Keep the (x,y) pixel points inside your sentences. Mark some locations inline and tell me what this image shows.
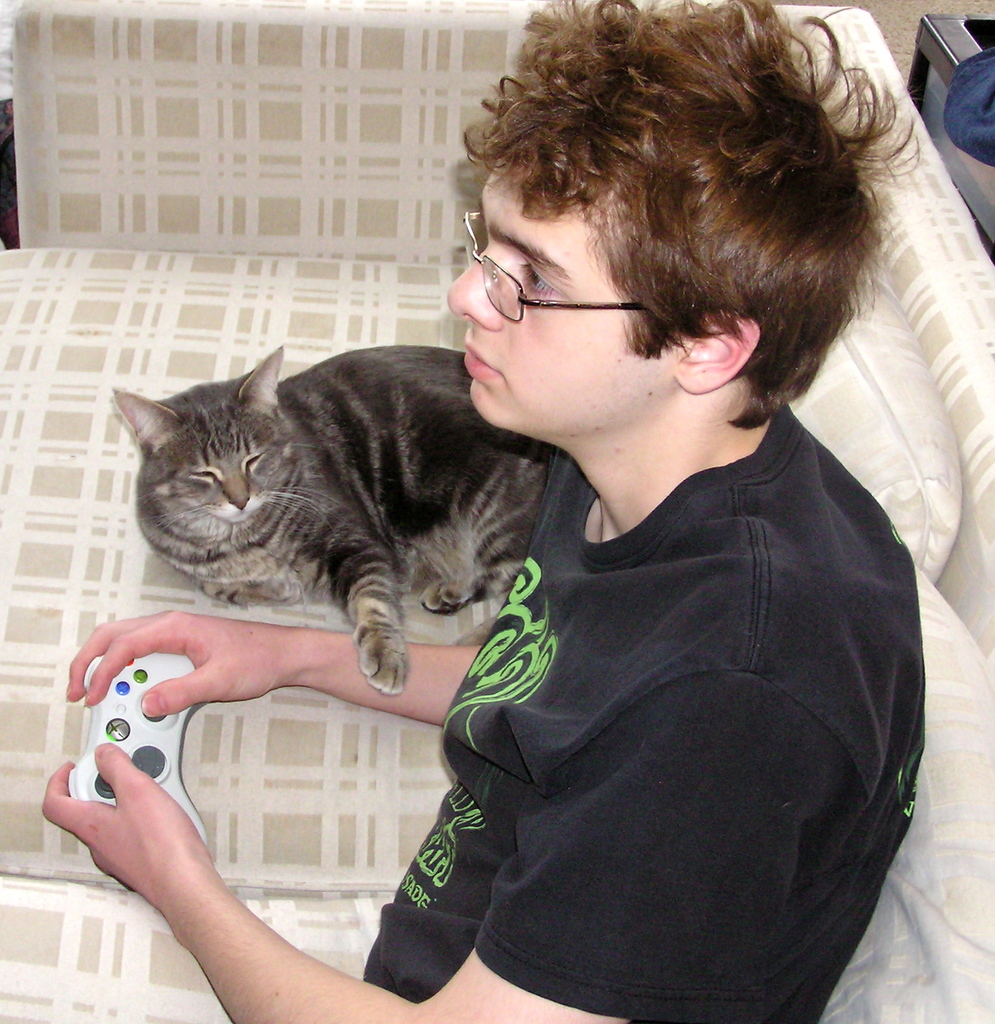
In this image i can see a person (636,485) sitting on a couch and holding a game controller (146,659) in his hand (63,792), i can also see a cat (382,552) beside him lying on the couch (281,331).
